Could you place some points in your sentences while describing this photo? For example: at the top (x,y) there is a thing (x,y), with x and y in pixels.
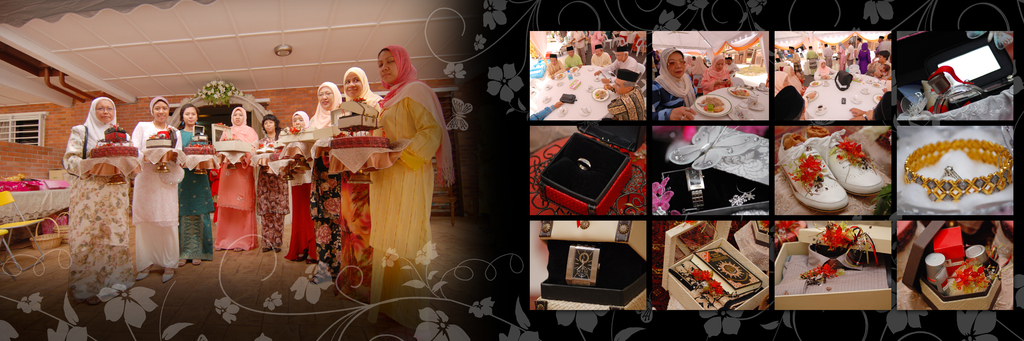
This is a collage image of a few people (195,234) and objects (157,135). We can also see a table (33,200) covered with a cloth (33,200) and some objects (24,187) are placed on it. We can see the ground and the roof (267,56) with some objects (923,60). We can also see the wall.
